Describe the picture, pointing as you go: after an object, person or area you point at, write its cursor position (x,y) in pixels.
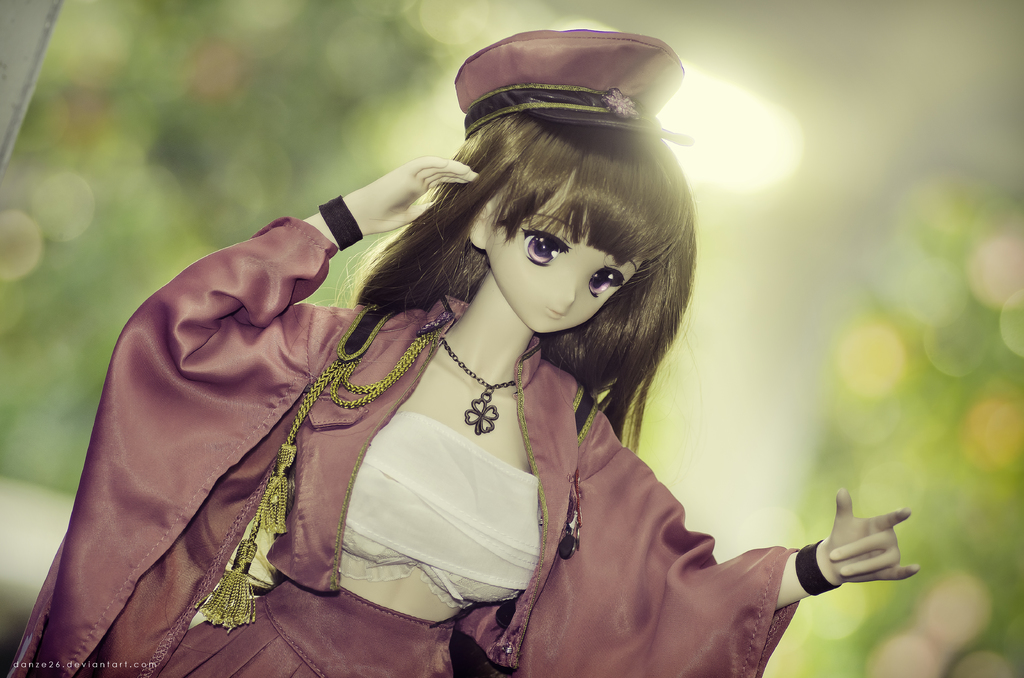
In this picture I can see a toy (454,420) of a woman (460,455). On the toy (528,316) I can see a cap (506,96) and clothes (300,554). The background of the image (232,230) is blurred.
